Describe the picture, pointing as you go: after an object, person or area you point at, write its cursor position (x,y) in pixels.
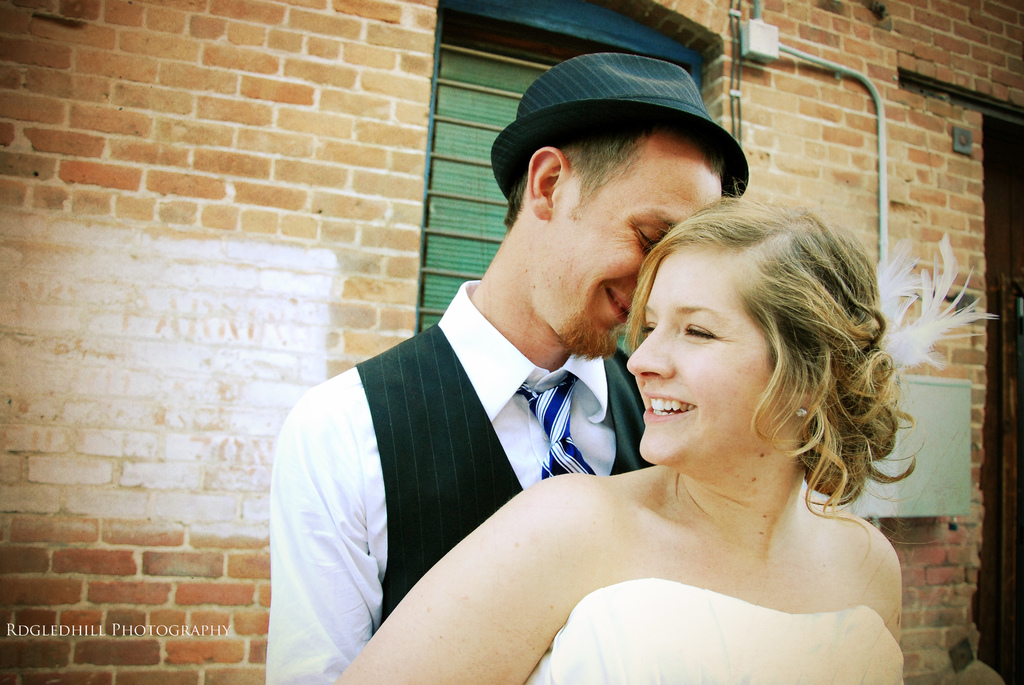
In this image, we can see a man (441,383) wearing a coat (391,360), tie (568,455) and a cap (597,123) and there is a lady (541,590) with some feathers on her hair (856,337). In the background (258,211), there is a wall (344,105) and we can see a window (607,38) and some pipes (819,63) and some other objects (771,37) on the wall (92,620). At the bottom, there is some text (89,637).
